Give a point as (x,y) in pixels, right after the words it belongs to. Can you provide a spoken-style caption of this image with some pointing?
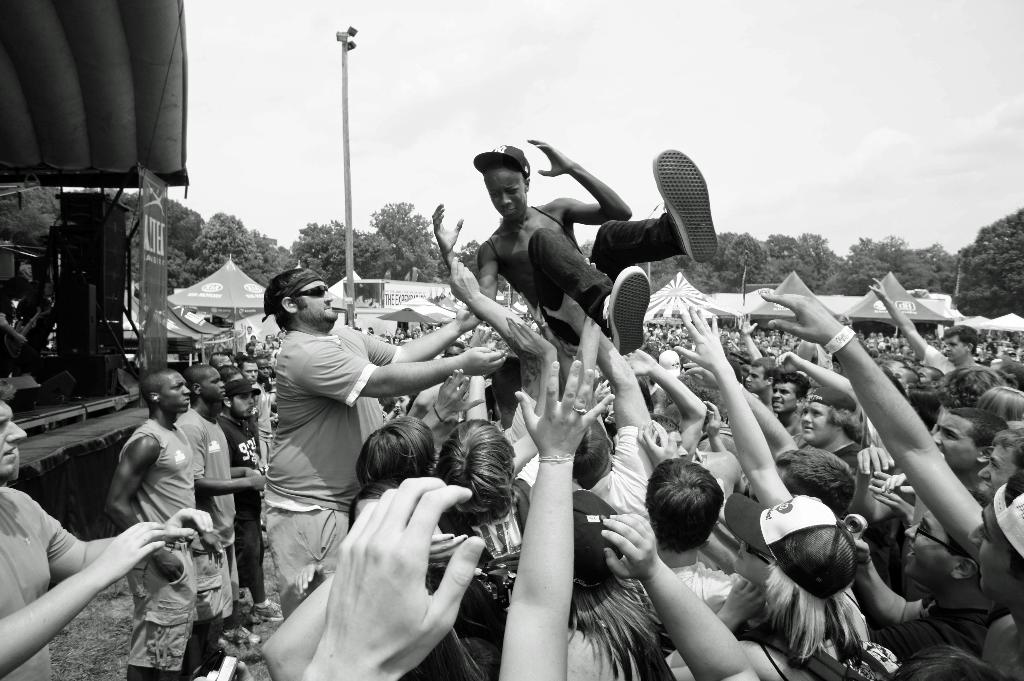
It is a black and white picture. In the center of the image (509,417) we can see a group of people (552,422) are standing and few people (737,405) are wearing caps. And we can see a few people (524,343) are holding one person (533,294). On the left side of the image (77,338), we can see one stage (70,110), one tent (70,91), one banner (143,282) and a few other objects (88,259). In the background (617,141) we can see the sky (721,103), clouds (721,103), trees (302,251), tents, banners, one pole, few people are standing and a few other objects (355,30).
